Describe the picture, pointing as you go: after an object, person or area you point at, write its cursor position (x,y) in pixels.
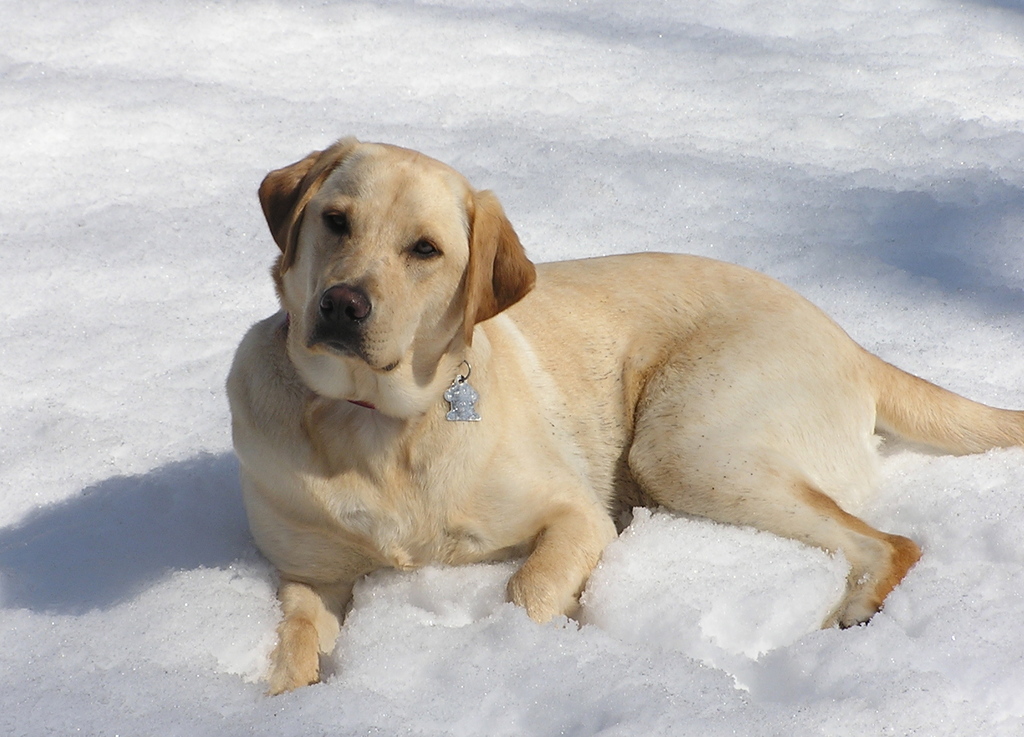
In this image I can see a dog (351,498) is laying on the snow (64,580).
